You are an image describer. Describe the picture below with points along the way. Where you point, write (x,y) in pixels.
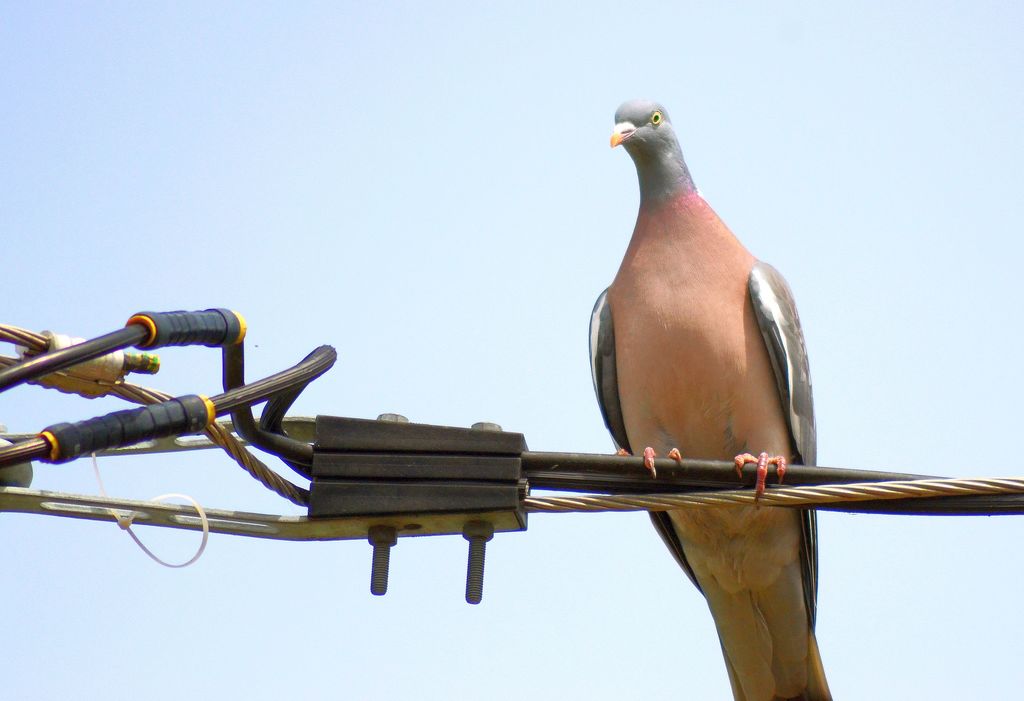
In this picture I can see a pigeon (702,413) on the metal wire (982,481) and I can see a blue sky (426,149).
